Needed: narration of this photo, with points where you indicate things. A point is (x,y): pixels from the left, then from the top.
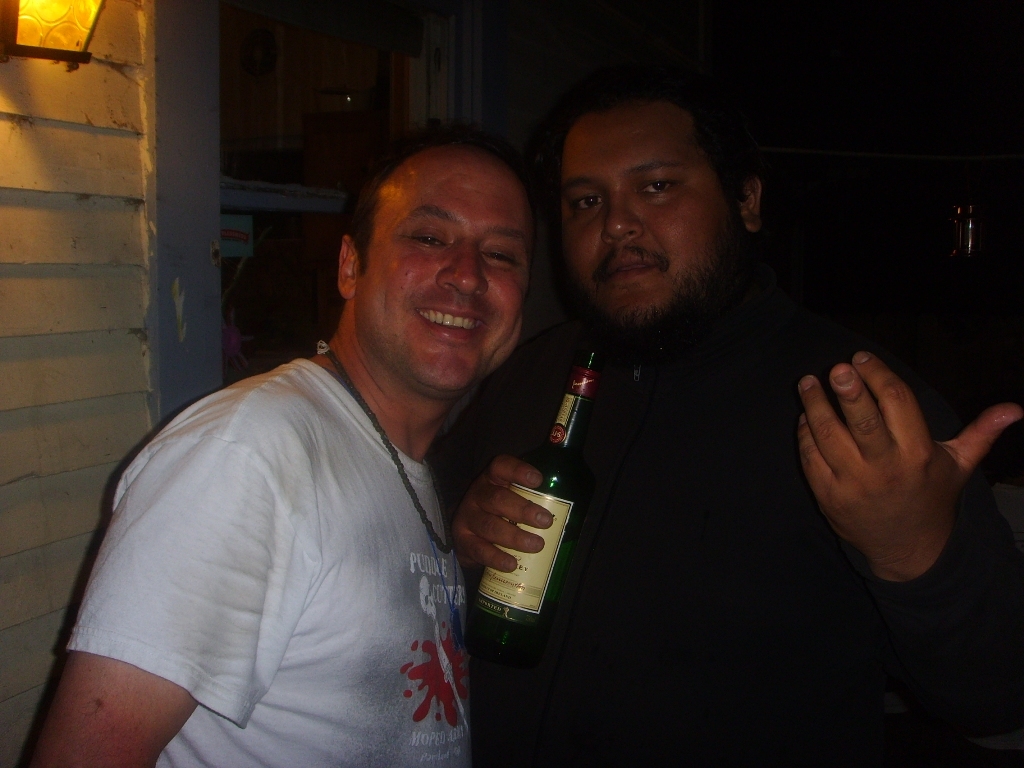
There are two people (454,428), he is smiling, he is holding a wine bottle (570,504) in his hand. On the left (148,270) we see a wall (96,187) and at the top of left there is a light (42,35).
